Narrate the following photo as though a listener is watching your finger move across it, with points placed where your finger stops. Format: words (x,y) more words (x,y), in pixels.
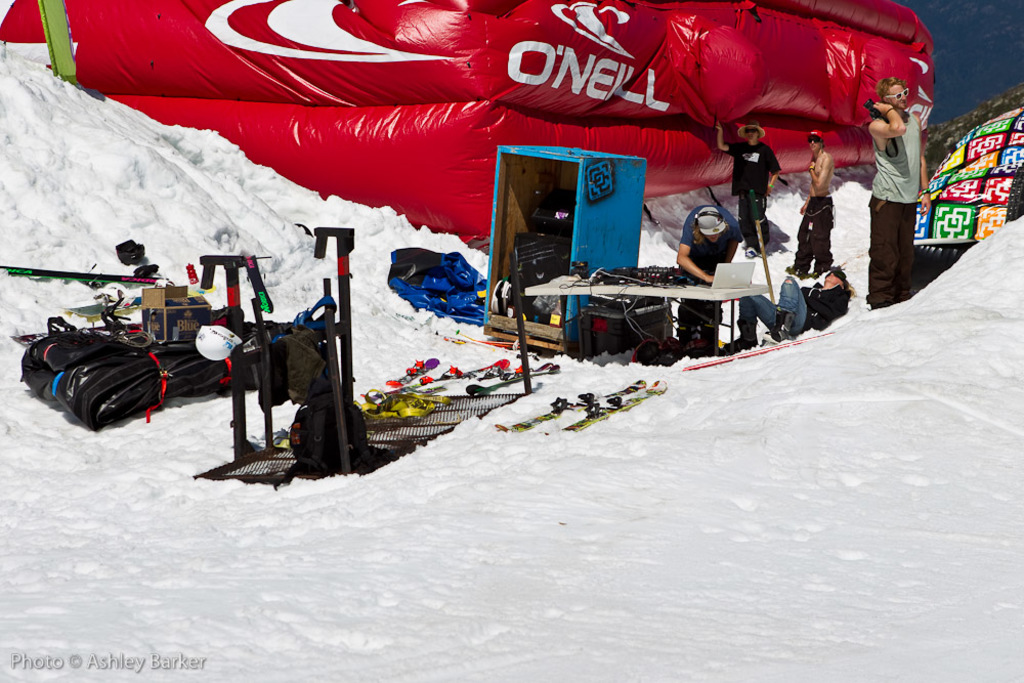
In the foreground of the image (306,391) we can see group of objects (333,392), skis (481,370) and a container (584,337) placed on the snow (584,462). To the right side of the image (744,287) we can see laptop (731,276) placed on a table (733,295), a group of persons (890,246) standing. One woman (810,308) is lying on the snow (889,328). In the background (901,60), we can see a balloon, a cloth (1007,139), hill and the sky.
